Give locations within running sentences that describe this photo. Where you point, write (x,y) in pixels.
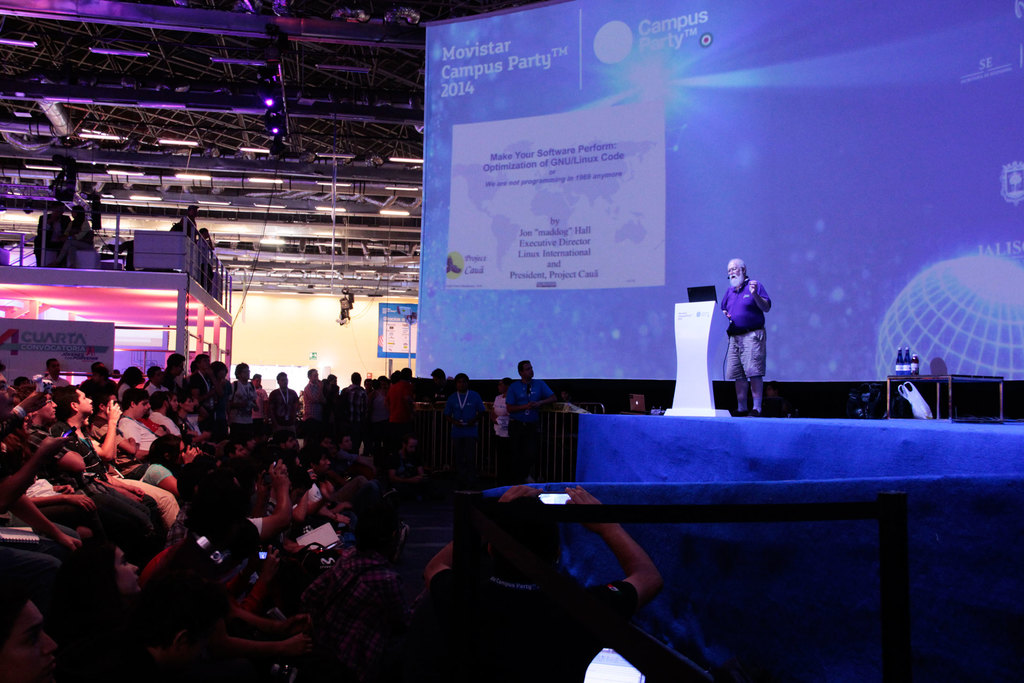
In this picture we can see an old man (752,336) standing on the stage (770,451) & down the stage (679,476) we have many people (318,523) sitting and watching him.
